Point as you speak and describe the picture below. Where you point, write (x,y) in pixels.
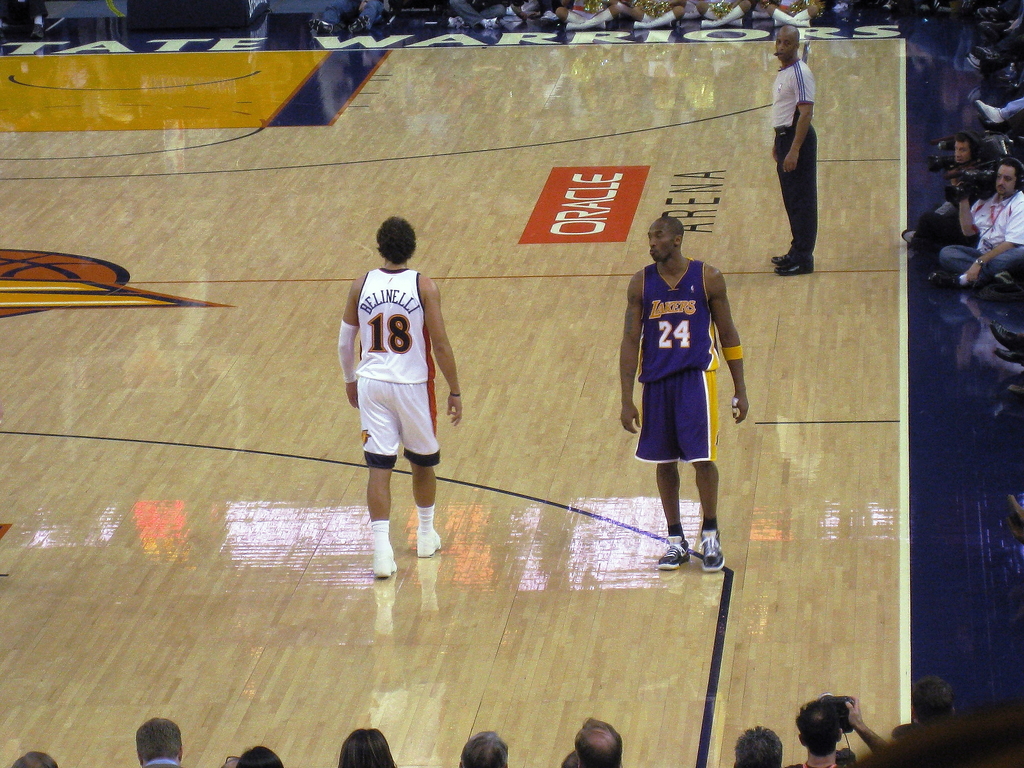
In this image we can see some people (23,762) on the floor (571,41), some people (1018,218) are holding cameras (978,164) in their hands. In the center of the image (374,383) we can see some men (389,454) standing. At the top of the image (608,19) we can see some people (617,3) holding pom-poms (645,1).
